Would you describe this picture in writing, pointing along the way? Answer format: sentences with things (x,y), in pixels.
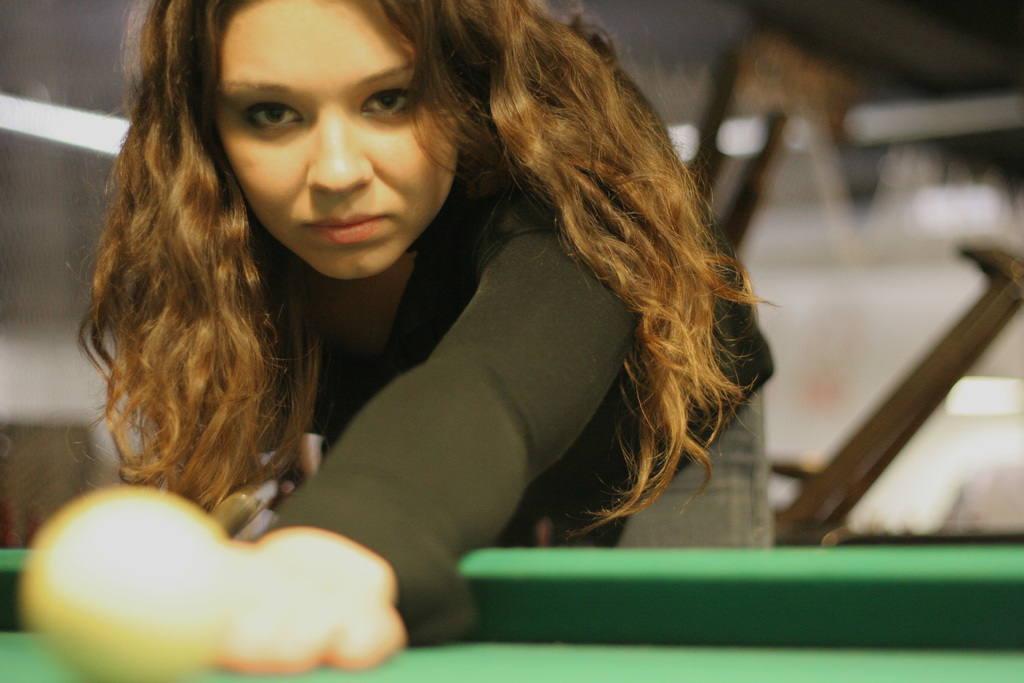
The woman (462,373) wearing dark top (462,400) is playing snooker.
